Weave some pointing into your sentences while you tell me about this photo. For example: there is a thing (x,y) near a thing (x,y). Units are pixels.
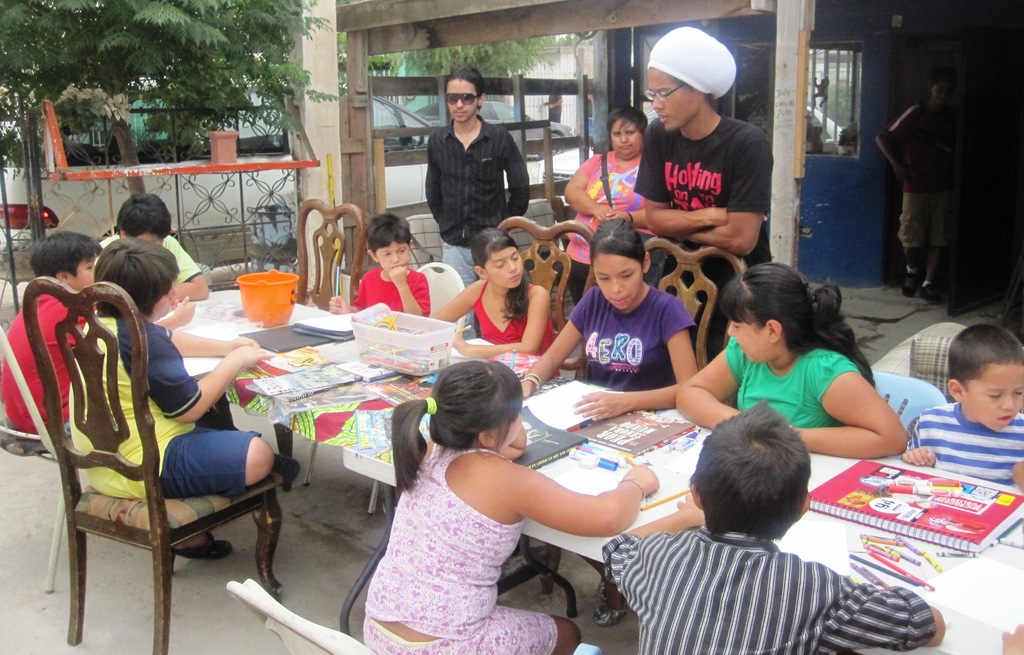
In this picture There are few people (552,368) sitting on the chair (657,276). These four people (661,163) standing. There is a table (409,392). On the table (315,312) we can see Book (296,341), Bucket (289,297), basket (431,341), Pencils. We can see chairs (306,242). There are trees (238,57). On the background (820,224) we can see wall (872,197), window (839,109). This person (718,78) wore cap (693,62). This is floor (201,609).
